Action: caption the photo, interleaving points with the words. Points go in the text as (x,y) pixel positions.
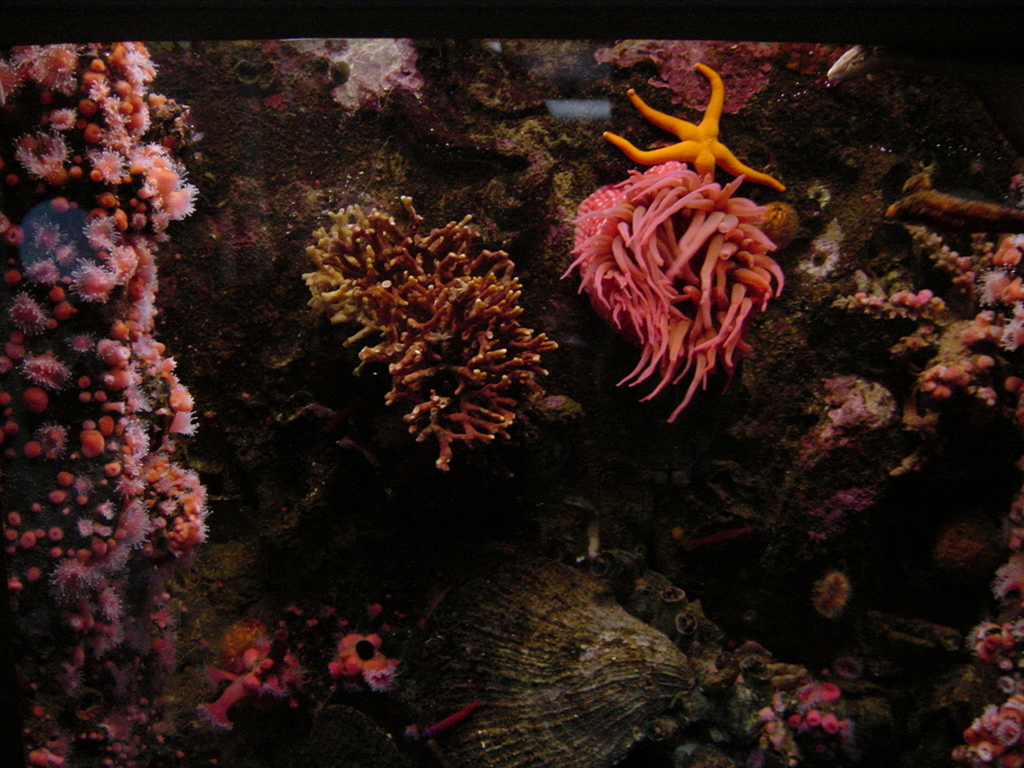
In this picture I can see in the middle (662,353) it may be there are organisms (335,265) in the water (561,425), at the top (631,93) it looks like a starfish (757,173).
